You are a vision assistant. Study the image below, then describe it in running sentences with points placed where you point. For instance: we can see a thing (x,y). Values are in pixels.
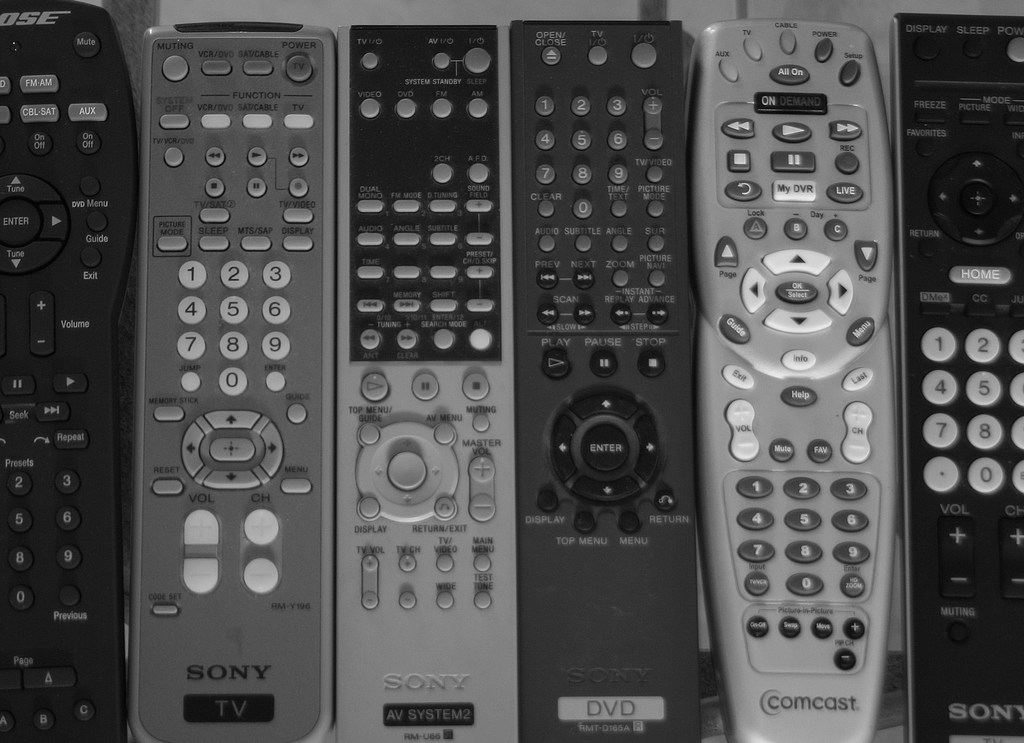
In this image I can see few remotes (265,478) which are in black, ash and grey color. These are on the white and ash color surface (358,2).
